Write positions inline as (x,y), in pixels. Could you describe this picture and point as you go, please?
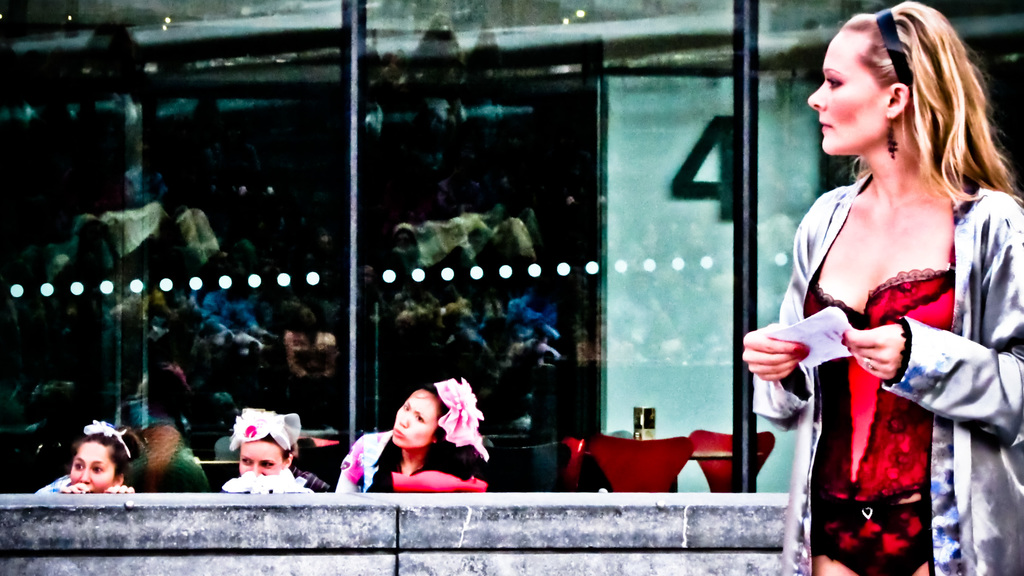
In the image on the right (893,499) we can see one woman (991,326) standing and holding paper (826,355). In the background (571,238) we can see glass building (745,76), banner (676,127), tables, chairs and group of people (484,319) were sitting. In front (631,542), we can see wall (497,519) and three persons (328,486).
